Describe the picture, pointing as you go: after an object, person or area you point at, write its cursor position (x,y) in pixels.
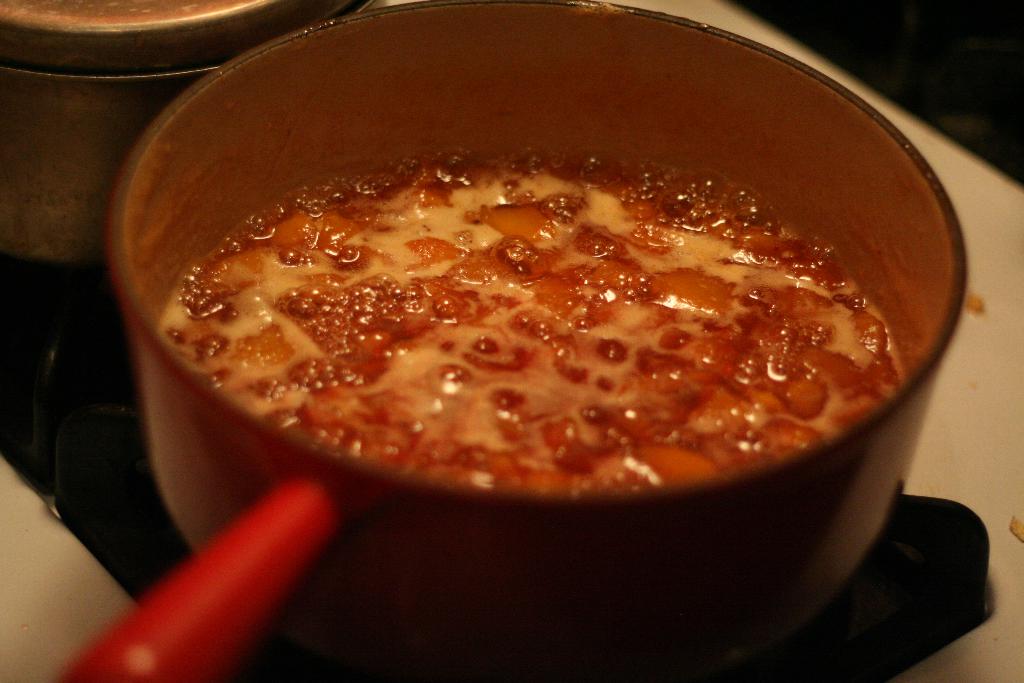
In this image we can see a stove (932,561). On that there is a pan (473,542) with a food item (489,310). And there is another vessel (90,85) on the stove (59,310).
